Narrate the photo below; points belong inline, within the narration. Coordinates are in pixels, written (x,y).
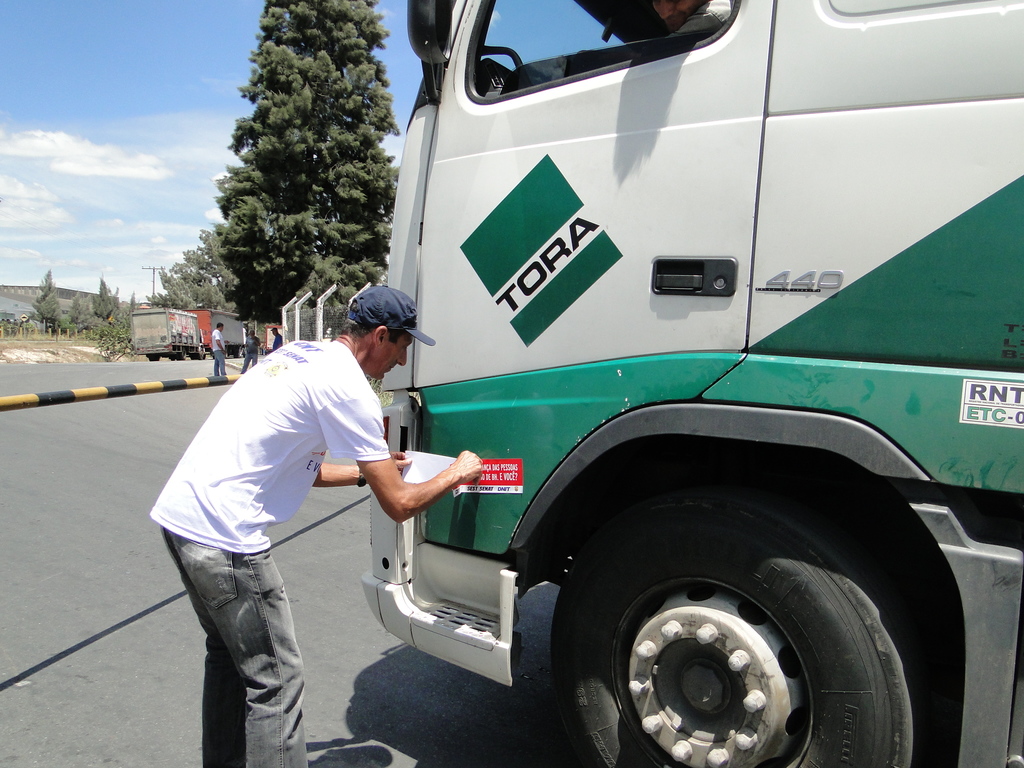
In the picture I can see a person (275,470) wearing white color T-shirt (177,498), jeans (170,549) and cap (354,308) standing near the vehicle (716,396) which is in white and green color. In the background (221,342), we can see people (255,351) standing on the road (227,374), I can see a few more vehicles (194,342) parked there, I can see the fence (322,309), trees (286,183), light poles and the blue sky (162,50) with clouds (132,177) in the background (139,82).
